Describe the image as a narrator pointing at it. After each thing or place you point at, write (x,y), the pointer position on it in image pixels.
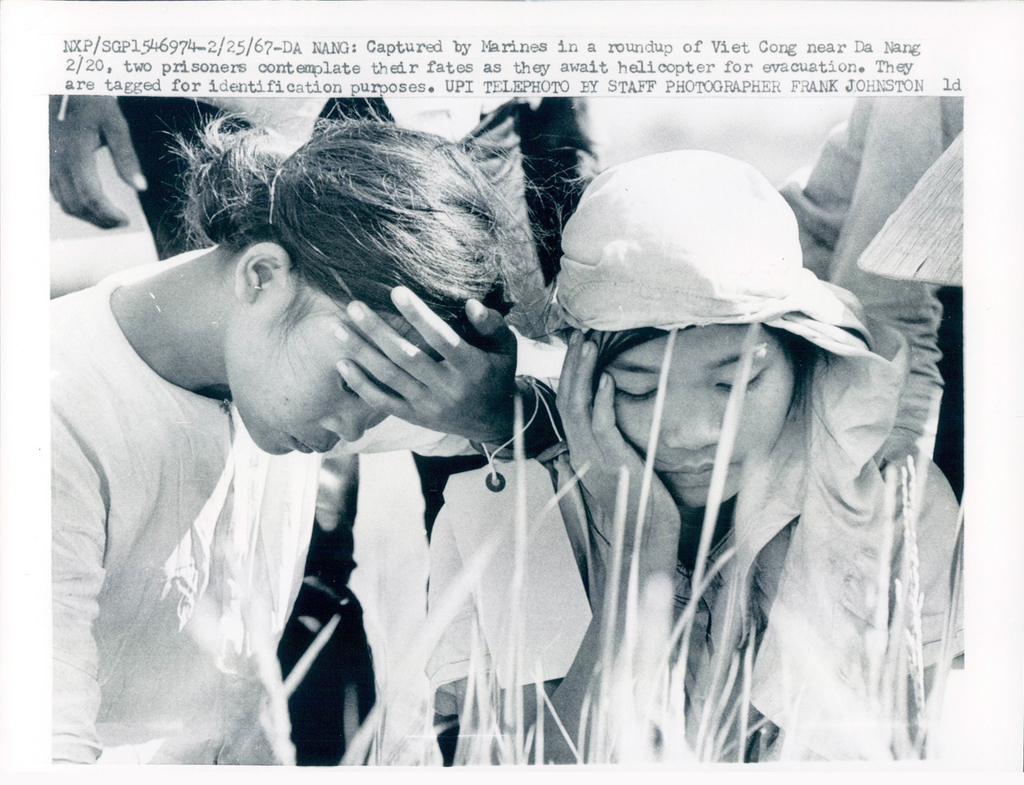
Black and white picture. In this picture we can see people (347,297). Something written on this picture.
